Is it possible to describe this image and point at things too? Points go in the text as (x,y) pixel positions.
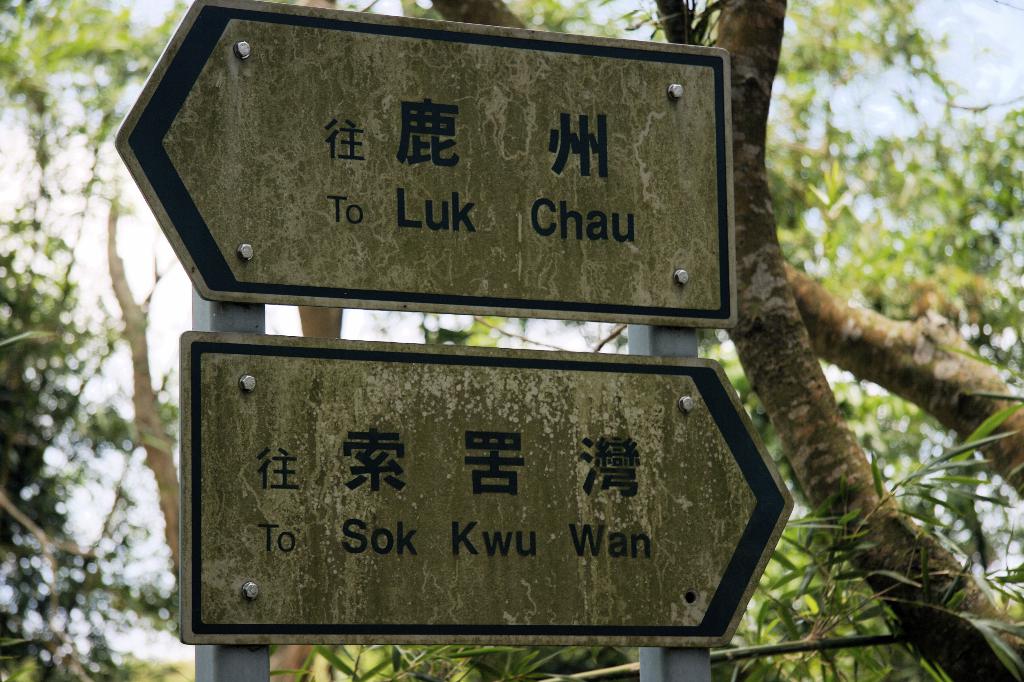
In this image we can see sign boards (319,67), trees (72,341) and sky (275,333).
